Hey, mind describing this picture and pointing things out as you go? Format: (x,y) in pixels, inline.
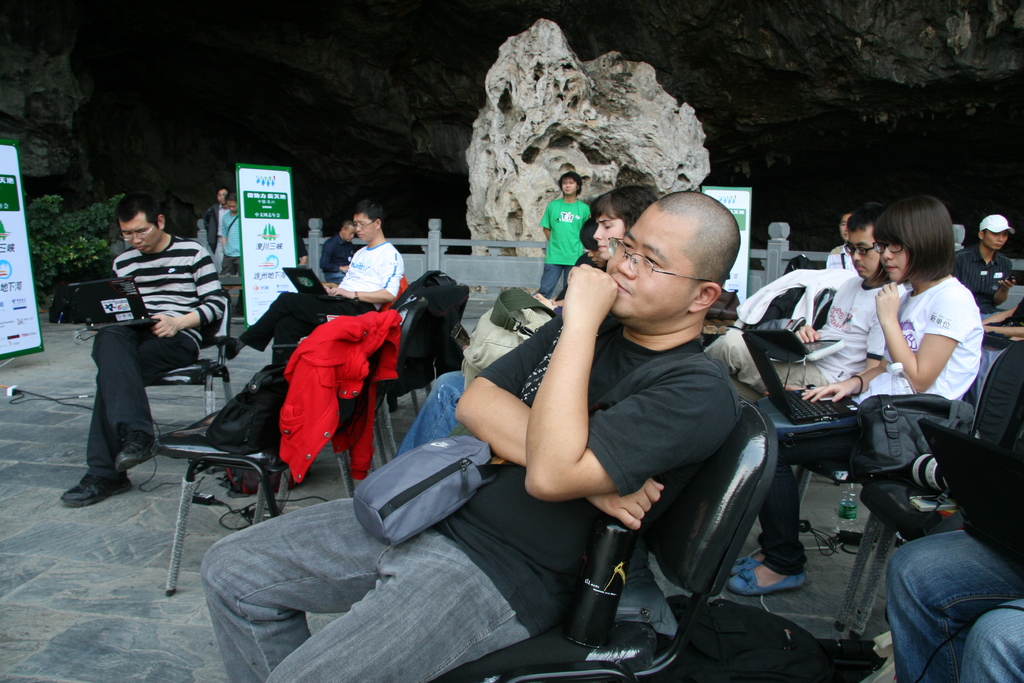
It is a cave (199,25) and there are a group of people (409,620) sitting on the chairs (384,412) on the ground (52,468), they are doing different works and in the left side (273,258) there are two banners (240,228) and there are two people (222,213) behind one of the banners (270,227).
